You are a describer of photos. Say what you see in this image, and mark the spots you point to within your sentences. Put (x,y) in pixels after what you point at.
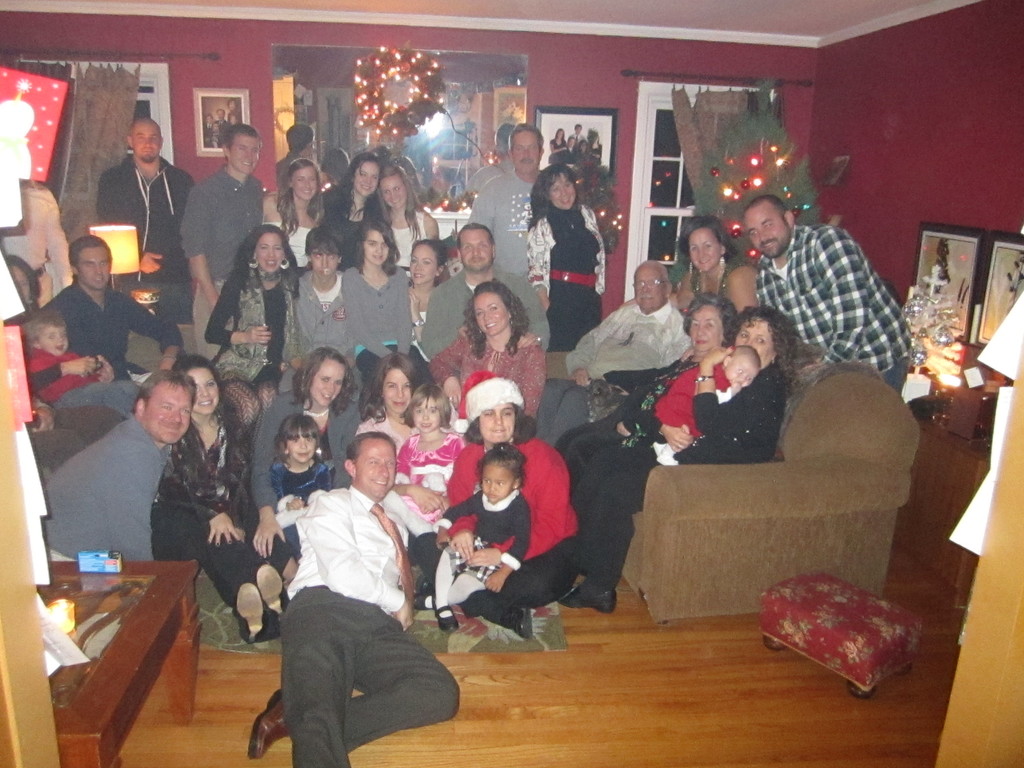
This picture shows a group of people (518,180) seated and few are standing on the back (346,241) and we see photo frames (936,235) on the wall (834,140) and a christmas tree (747,193) and a poster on the wall (213,74). we see a table (177,625).
